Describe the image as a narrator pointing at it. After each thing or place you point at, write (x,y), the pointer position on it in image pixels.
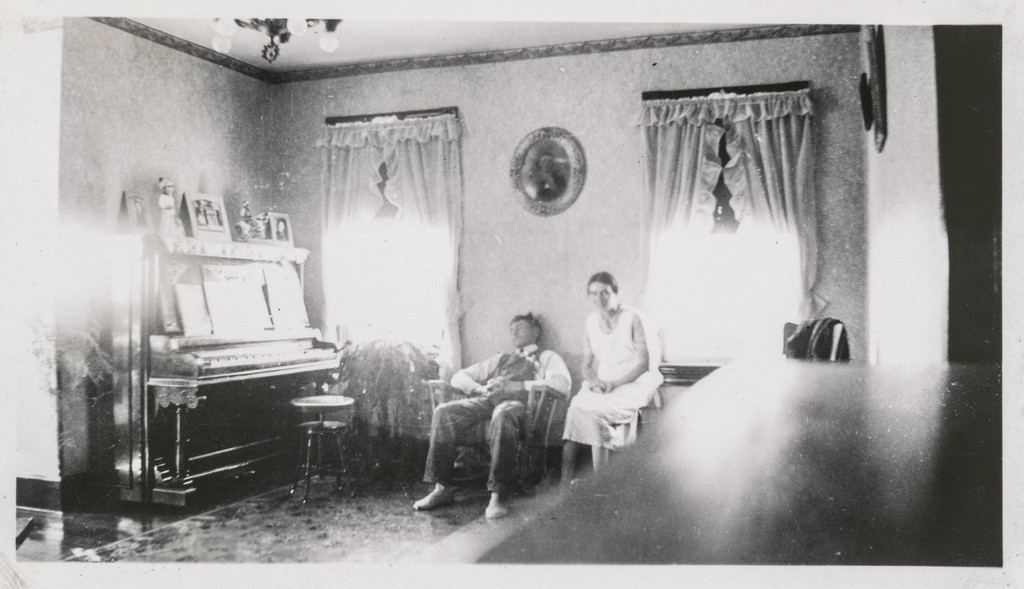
Here a couple (612,395) is sitting, these are curtains (725,173), there are photo frames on the wall (144,180), this is stool (322,436), these are chairs (535,433).
